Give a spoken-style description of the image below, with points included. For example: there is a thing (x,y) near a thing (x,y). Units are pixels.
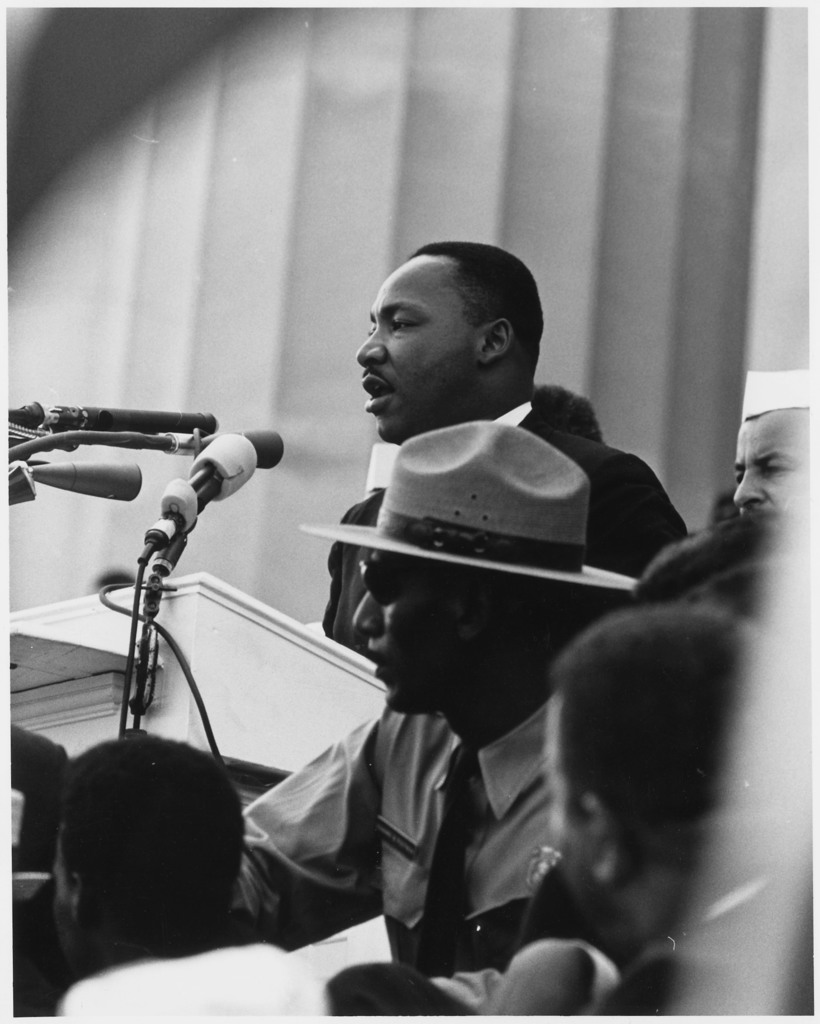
This is a black and white picture. Here we can see people (534,722), mikes (53,406), and a podium (83,694). In the background (235,257) there is a wall (671,249).
